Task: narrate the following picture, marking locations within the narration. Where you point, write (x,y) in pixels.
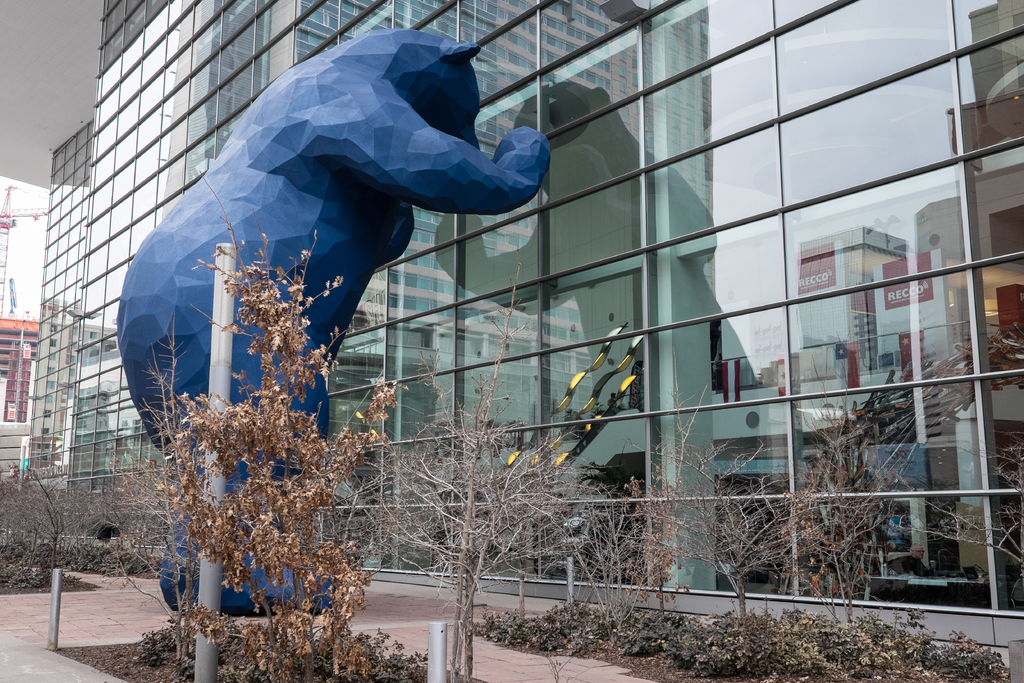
In this image we can see buildings (650,173), statue (297,246) of an animal (284,587), trees (217,556), barriers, construction cranes (7,242) and sky (29,233).
